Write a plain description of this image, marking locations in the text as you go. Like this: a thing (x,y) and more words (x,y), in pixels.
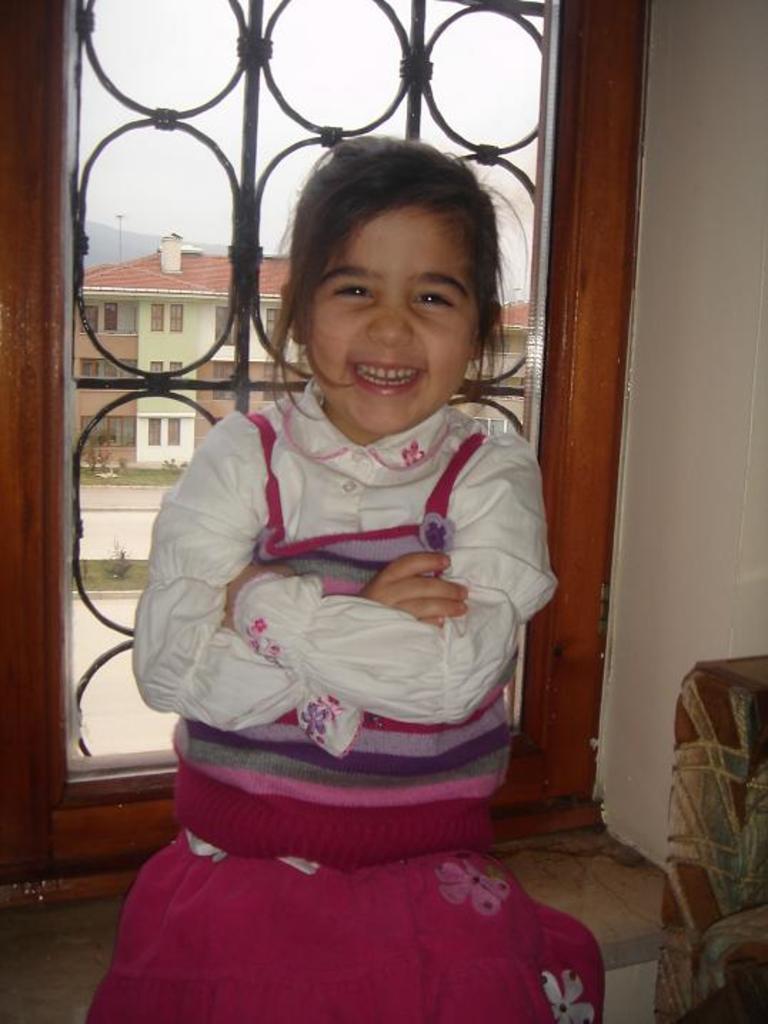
In this image we can see a child (434,595) wearing white shirt (462,447) and pink skirt (554,933) is sitting near the window (107,885) and smiling. Here we can see the glass windows (103,518) through which we can see the road (100,646), divider (111,593), houses (121,407) and the sky (201,223) in the background (351,65).
